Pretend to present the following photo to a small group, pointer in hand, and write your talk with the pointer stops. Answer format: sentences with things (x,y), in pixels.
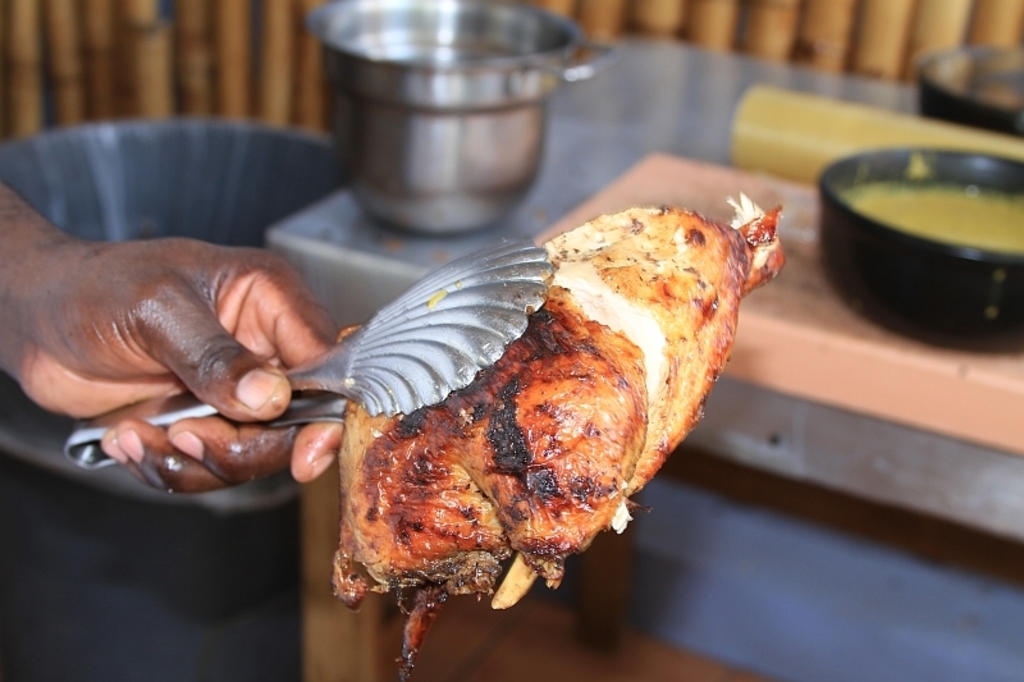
A human (198,285) is holding a meat (516,370) with an instrument (315,415).
